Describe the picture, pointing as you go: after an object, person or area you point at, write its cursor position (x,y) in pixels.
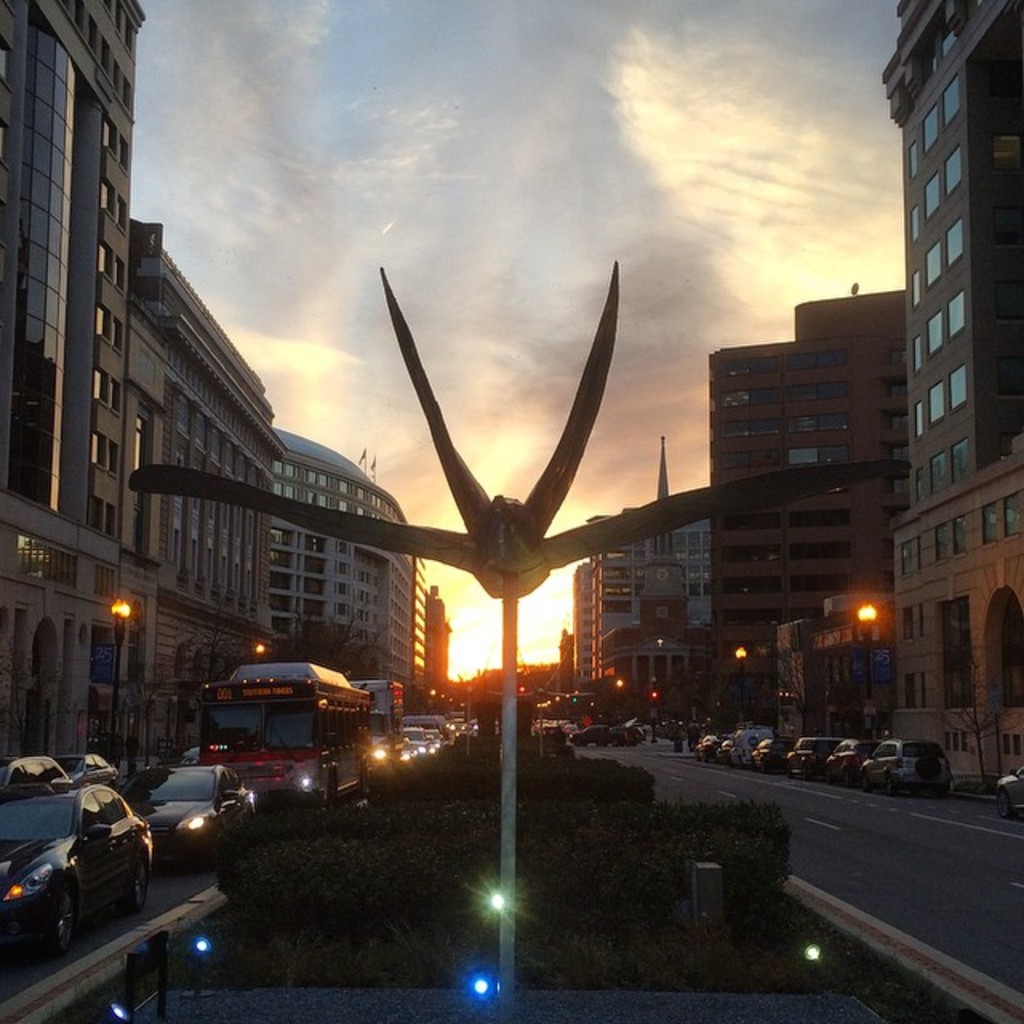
In this image in the middle (509,617) there is a pole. On the right (849,506) there are buildings (810,586), cars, some people (692,743), lights (867,610) and road (874,818). On the left (322,604) there are buildings (228,607), cars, vehicles (308,785), lights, flags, sky (356,350) and clouds (353,167). In the background (485,607) there is sun (537,649).
